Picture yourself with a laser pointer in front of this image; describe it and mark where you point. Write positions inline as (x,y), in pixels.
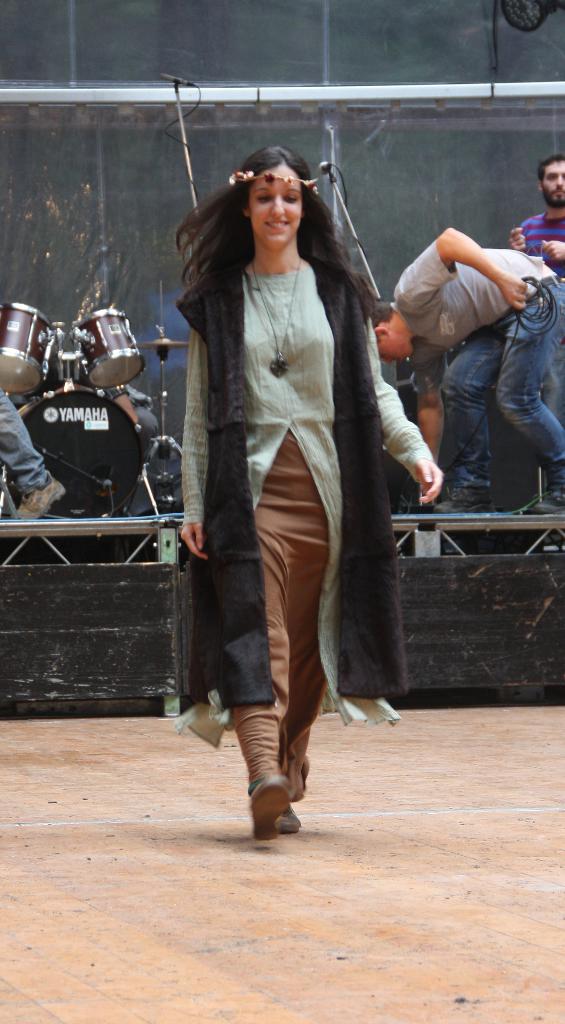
Here in this picture, in the middle (298,430) we can see a woman (246,433) walking on the ground (250,847) and we can see she is smiling and behind her we can see a stage (176,546), on which we can see drums (69,442) present and we can also see microphone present and we can see other people (491,319) standing over there.
